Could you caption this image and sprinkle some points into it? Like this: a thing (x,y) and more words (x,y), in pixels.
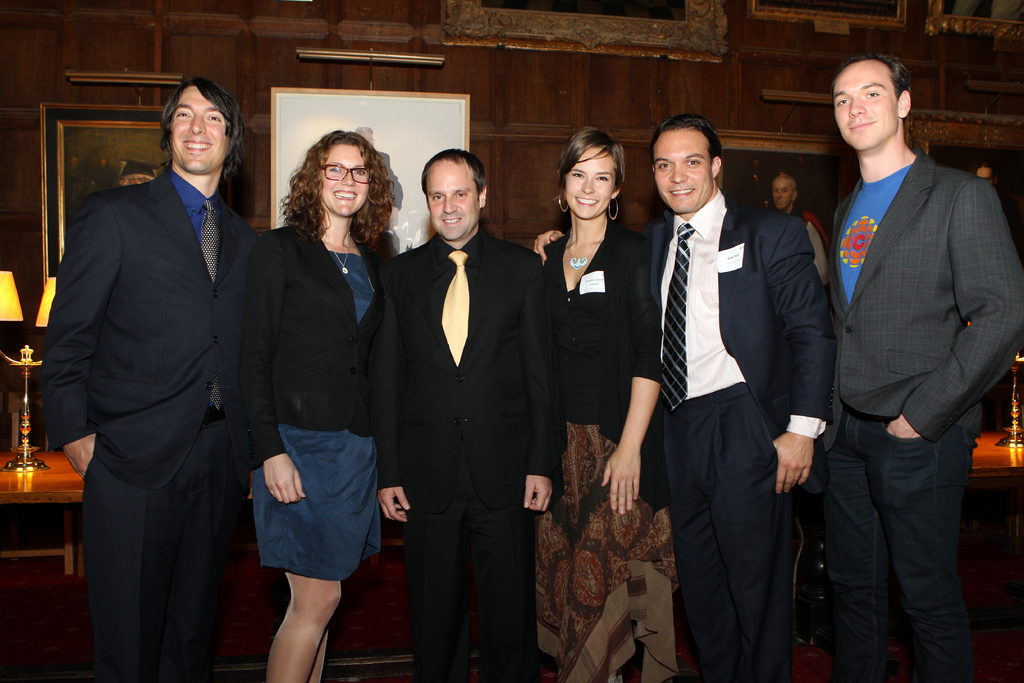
This picture shows few of them standing and we see a woman (345,209) wore spectacles (336,177) on her face (359,187) and we see frames (76,130) on the wall (10,89) and couple of table lamps (7,295) on the tables (981,485) and we see smile on their faces (343,195).
